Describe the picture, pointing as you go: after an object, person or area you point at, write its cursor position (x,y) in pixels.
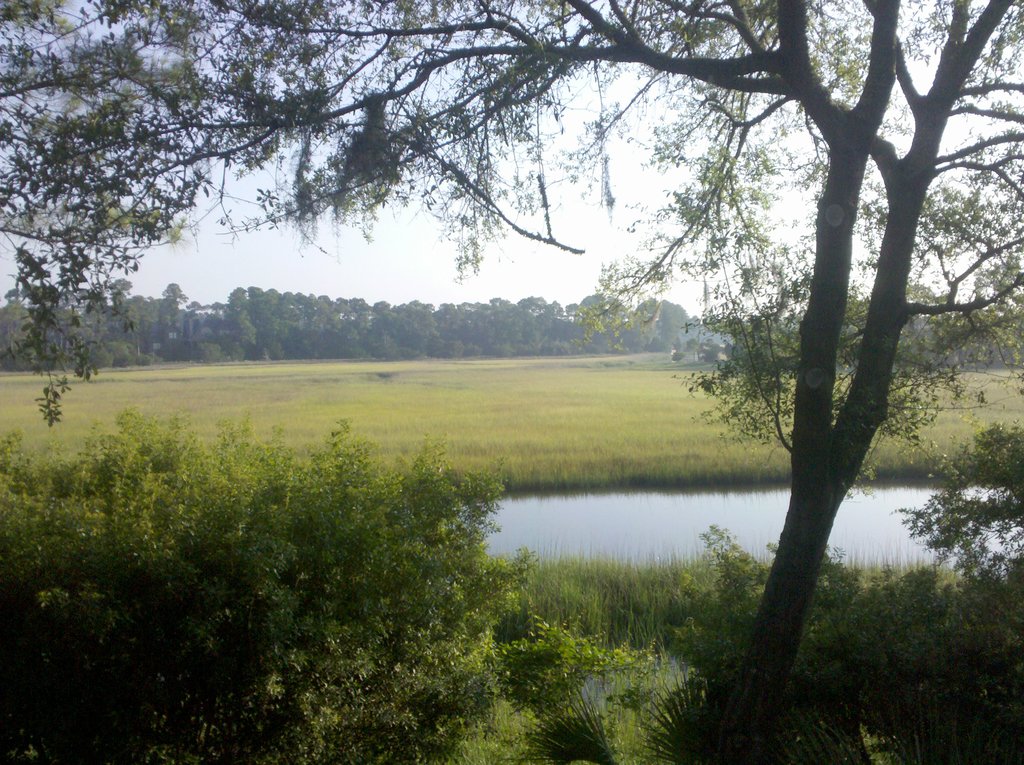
In this image I can see trees (902,291) and the sky (647,187) and the lake (513,522).
